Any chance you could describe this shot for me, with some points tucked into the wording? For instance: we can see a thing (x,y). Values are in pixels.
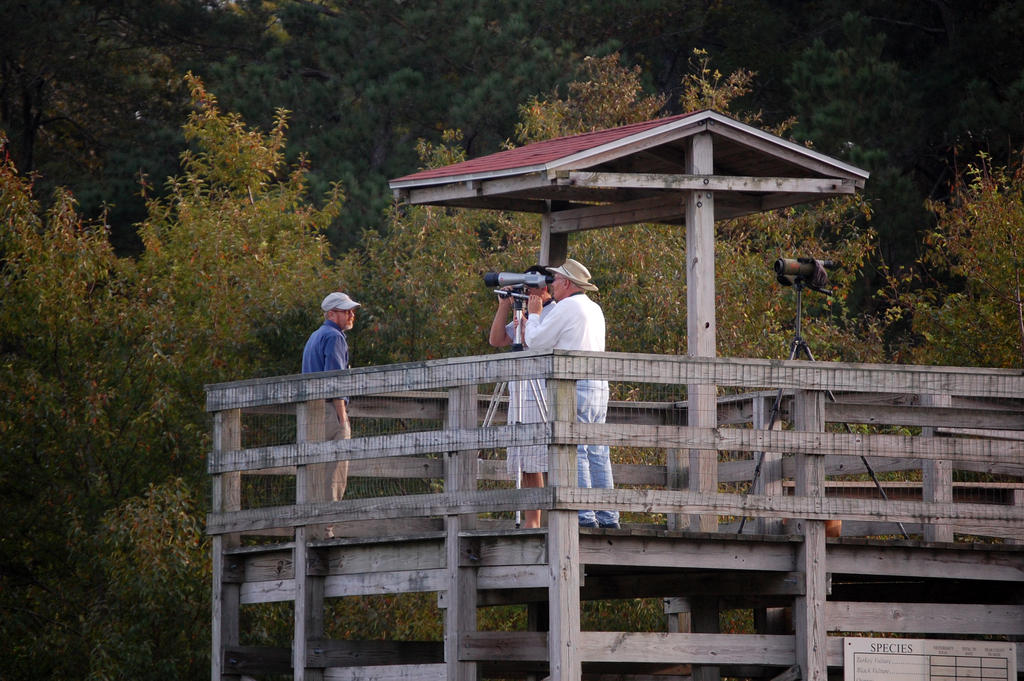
in this image in the middle (581,324), there is a man (579,331), he wears a shirt (582,330), trouser (589,456), he is holding a camera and there is a man (505,317). On the left (331,341) there is a man (331,310), he wears a shirt (328,358), trouser (331,425), cap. At the bottom (661,533) there is a wooden deck (646,552). In the background (306,228) there are trees (378,186). At the bottom (929,661) there is a board (913,660) and text (882,658).
